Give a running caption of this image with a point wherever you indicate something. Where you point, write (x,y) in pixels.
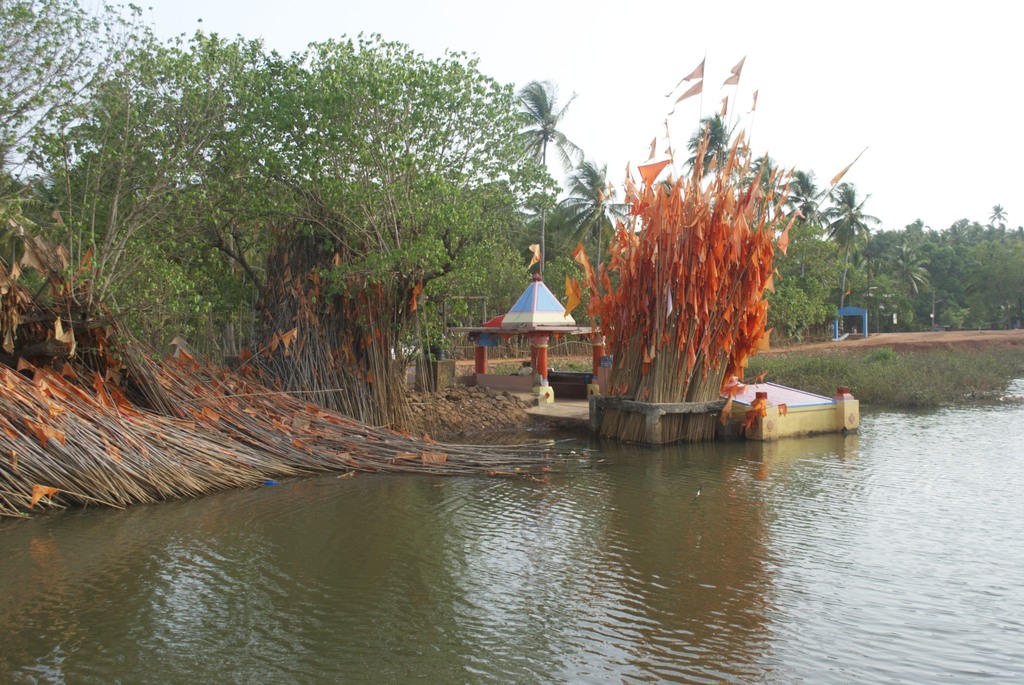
In this image there is a lake (325,485), in the background (704,354) there are wooden sticks (402,372) with flags (655,263) and trees (945,296) and a temple (548,339) and the sky (805,68).
